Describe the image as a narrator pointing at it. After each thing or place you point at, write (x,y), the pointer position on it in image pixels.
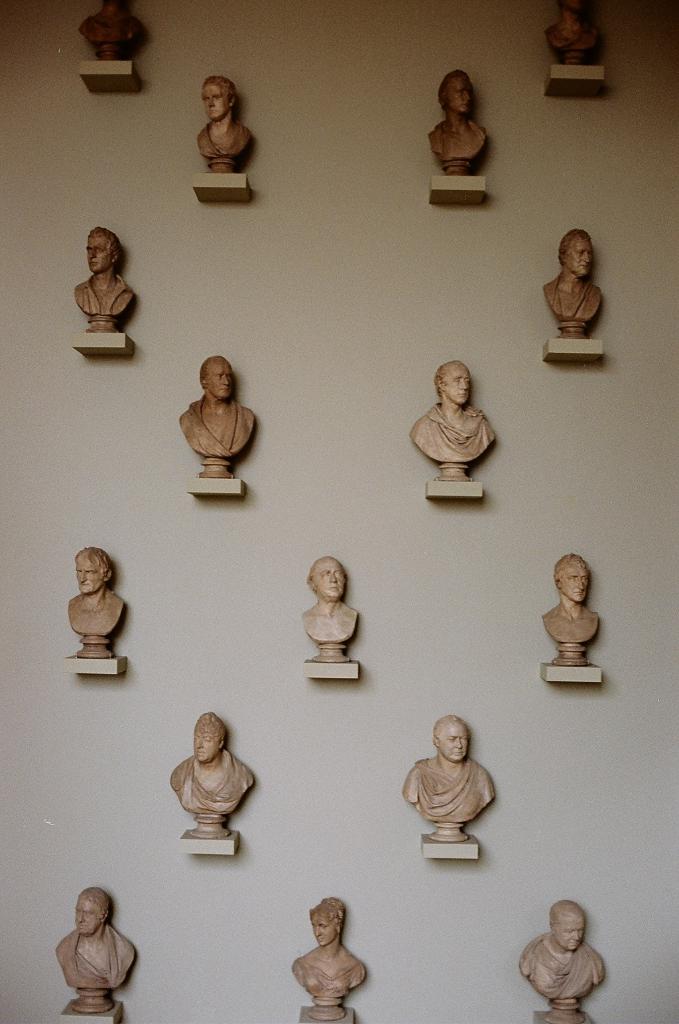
In this image we can see so many statues (459,165) on the wall (376,495).
